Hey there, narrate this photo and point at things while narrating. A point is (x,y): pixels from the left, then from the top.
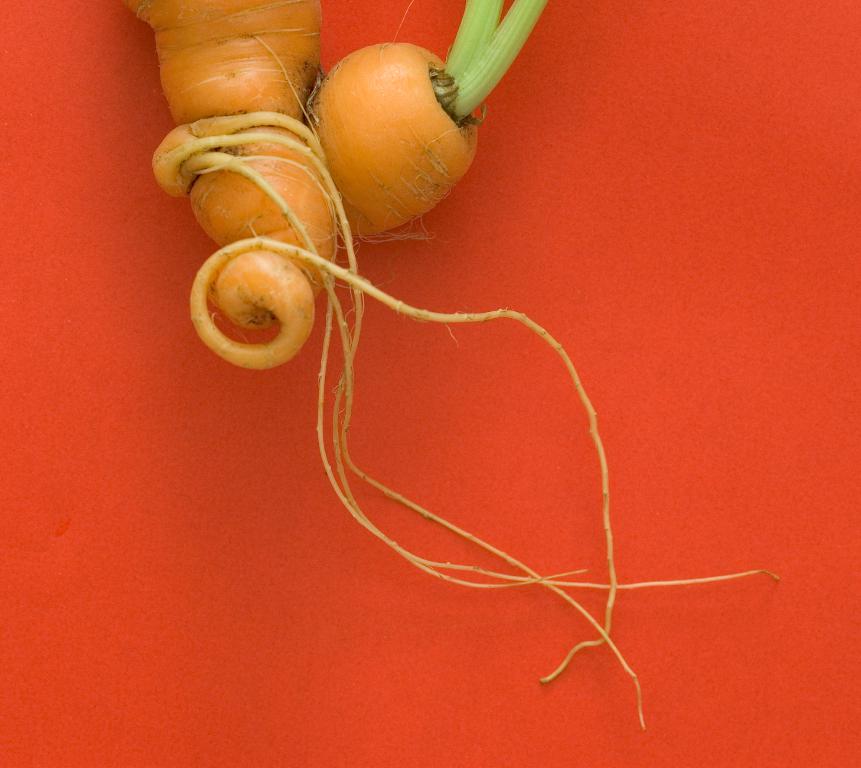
In the image we can see there is a carrot (297,131) kept on the table (302,561).
